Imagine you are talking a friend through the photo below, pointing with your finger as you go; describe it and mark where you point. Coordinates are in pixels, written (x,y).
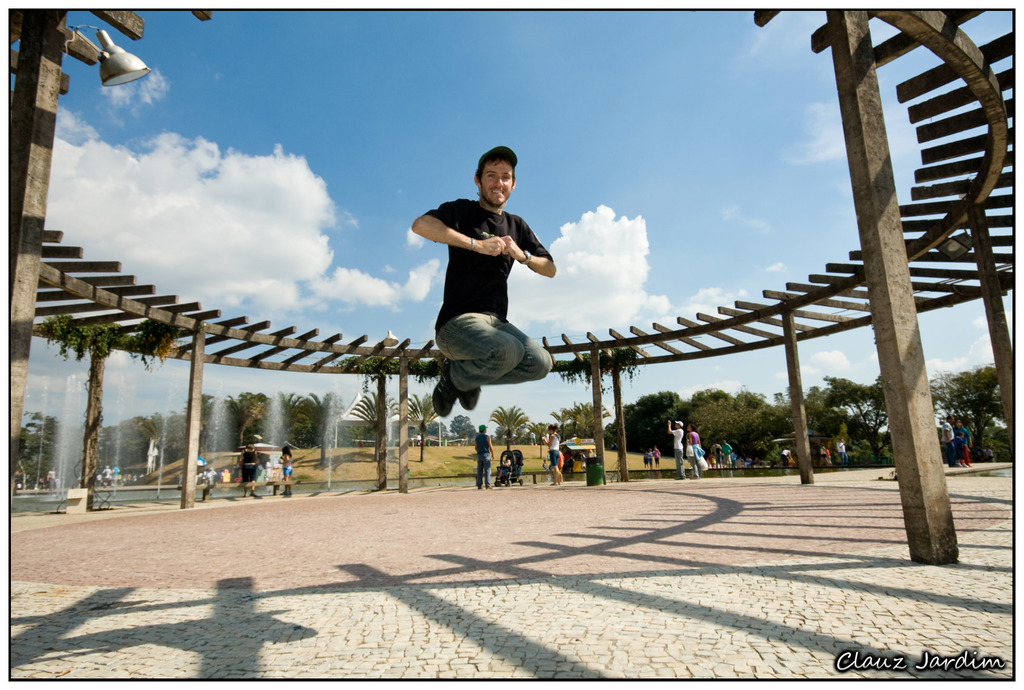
As we can see in the image there are few people (492,191) here and there, fountains (274,424) and trees (947,401). On the top (418,141) there is sky (397,205) and clouds (210,217).
